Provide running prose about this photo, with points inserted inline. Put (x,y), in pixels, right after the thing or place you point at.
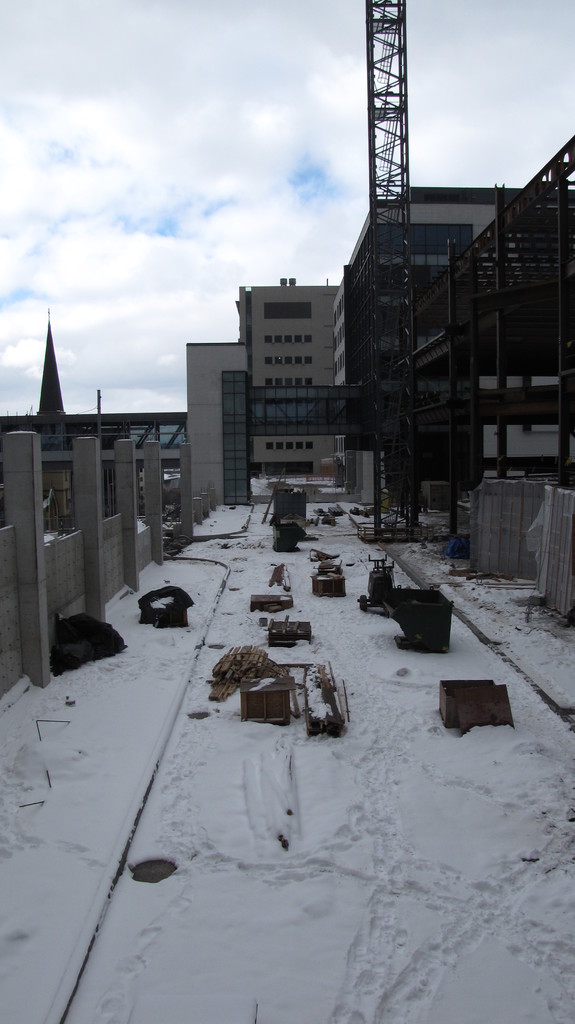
In this picture there are buildings (565,248). In the foreground (389,47) there is a tower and there are objects (98,636). At the top (323,241) there is sky (323,241) and there are clouds (221,37). At the bottom (540,1003) there is snow (265,726).
